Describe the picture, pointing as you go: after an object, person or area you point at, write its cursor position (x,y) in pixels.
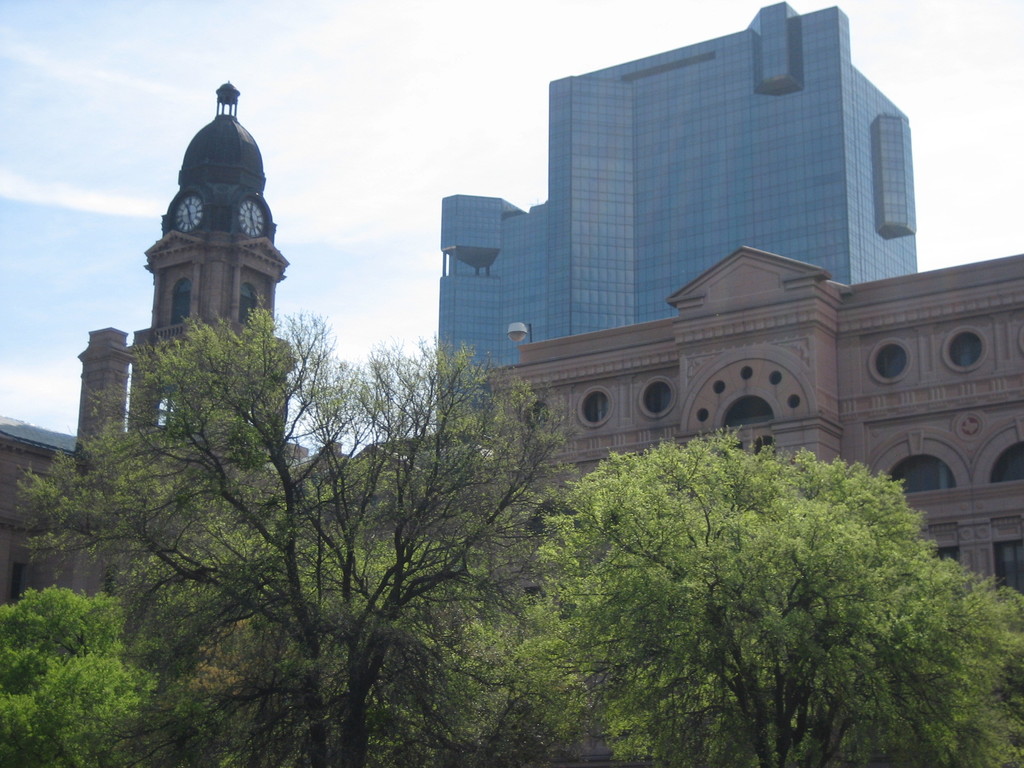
In this picture we can see trees (323,767), clocks (190,213), buildings (668,76) and in the background (136,281) we can see the sky (289,308) with clouds (90,206).
